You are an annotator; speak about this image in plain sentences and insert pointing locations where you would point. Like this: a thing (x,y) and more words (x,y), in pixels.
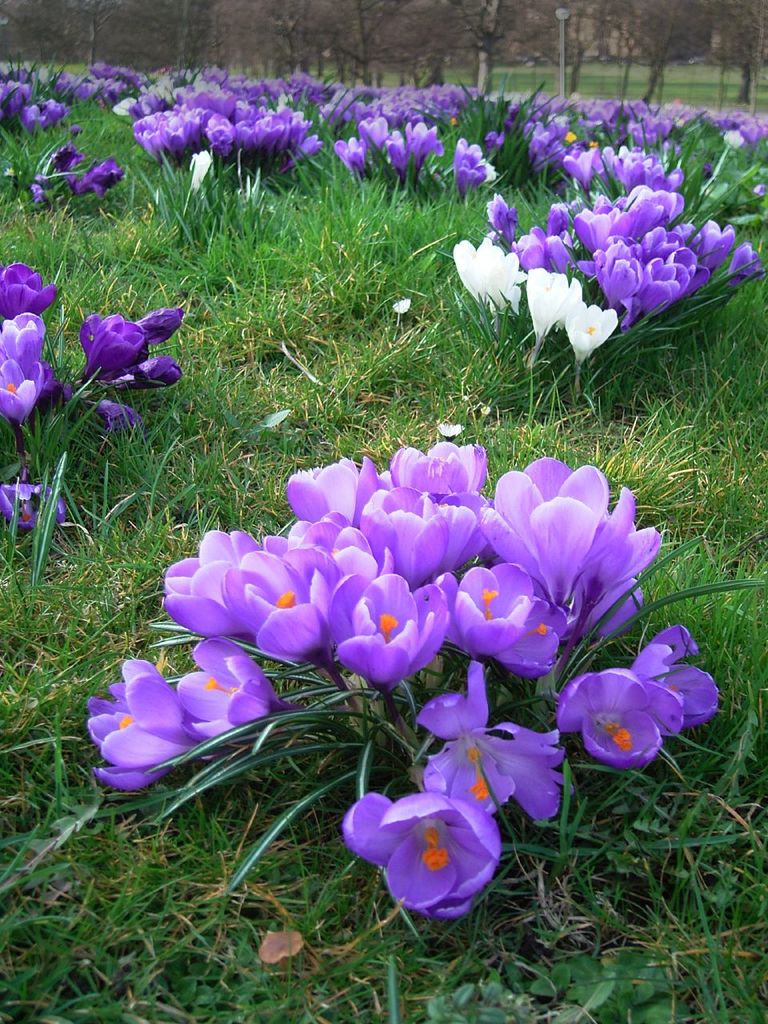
In this image we can see some plants (456,600) with bunch of flowers (457,625). We can also see some grass (350,362), a pole (561,95) and a group of trees (457,51).
